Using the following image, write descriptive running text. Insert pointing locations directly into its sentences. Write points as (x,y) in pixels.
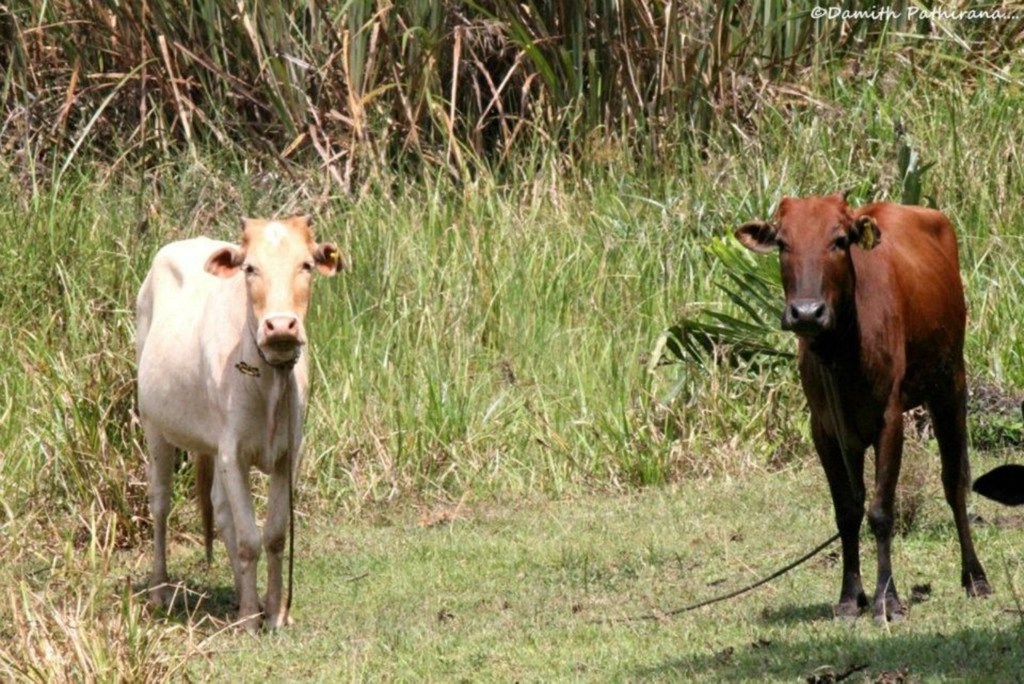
Here there are two cows (259,394), in the back there are plants (538,271) which are of green color and here there is rope (808,553).
